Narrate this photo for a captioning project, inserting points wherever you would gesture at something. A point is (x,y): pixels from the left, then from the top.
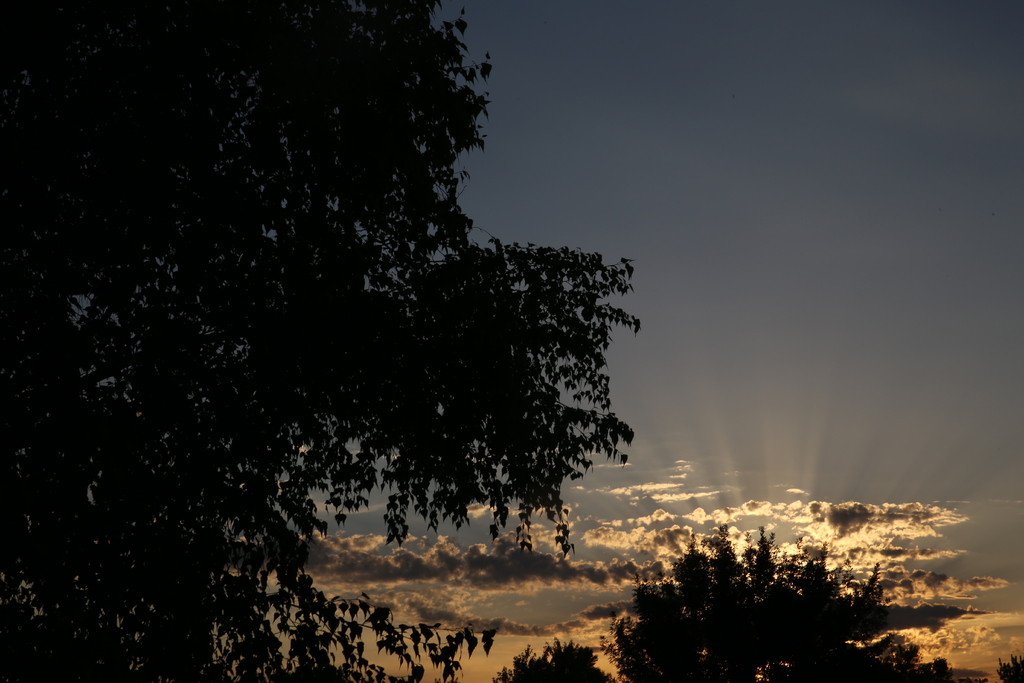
In this image we can see trees (836,635). In the background of the image (734,246) there is sky (735,321) and clouds (608,546).
